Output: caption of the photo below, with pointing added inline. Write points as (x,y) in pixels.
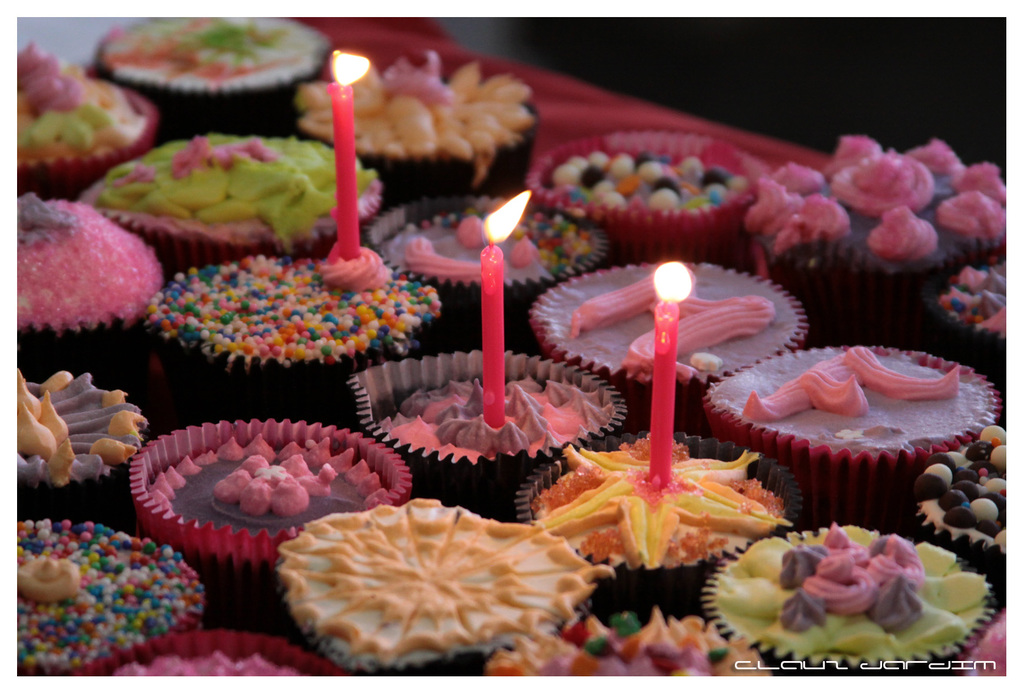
In this picture there are different types of cupcakes (555,420) on the table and there are three candles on the three cupcakes (518,437). The table (533,152) is covered with red color cloth (567,126).
